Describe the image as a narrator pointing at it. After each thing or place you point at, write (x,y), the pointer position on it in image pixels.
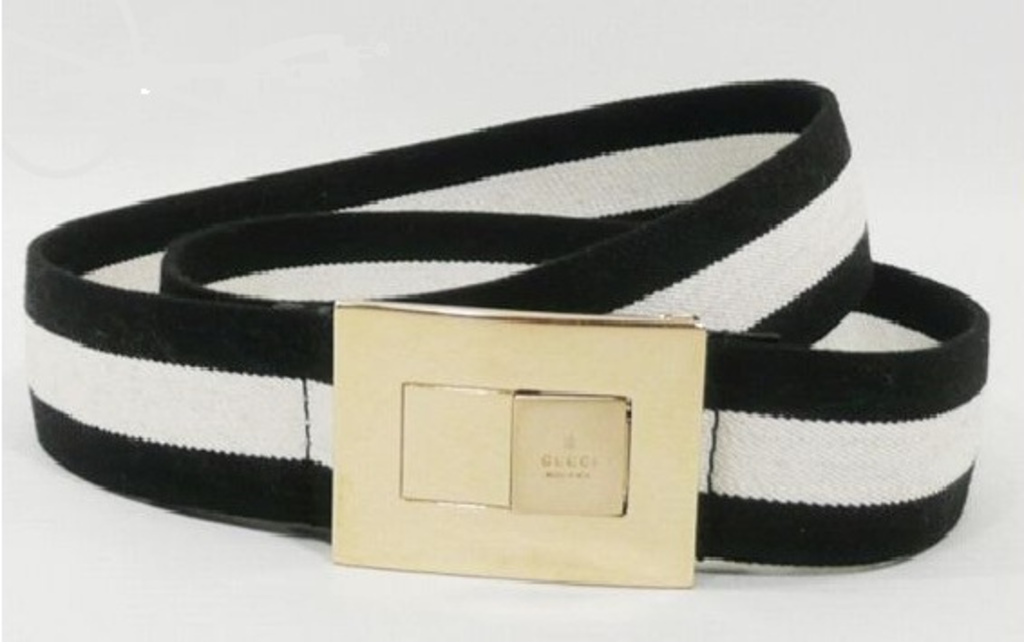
In this image, I can see a belt (577,237), which is black and white in color. This is a buckle (545,578), which is attached to a belt (333,379). The background (60,132) looks white in color.
